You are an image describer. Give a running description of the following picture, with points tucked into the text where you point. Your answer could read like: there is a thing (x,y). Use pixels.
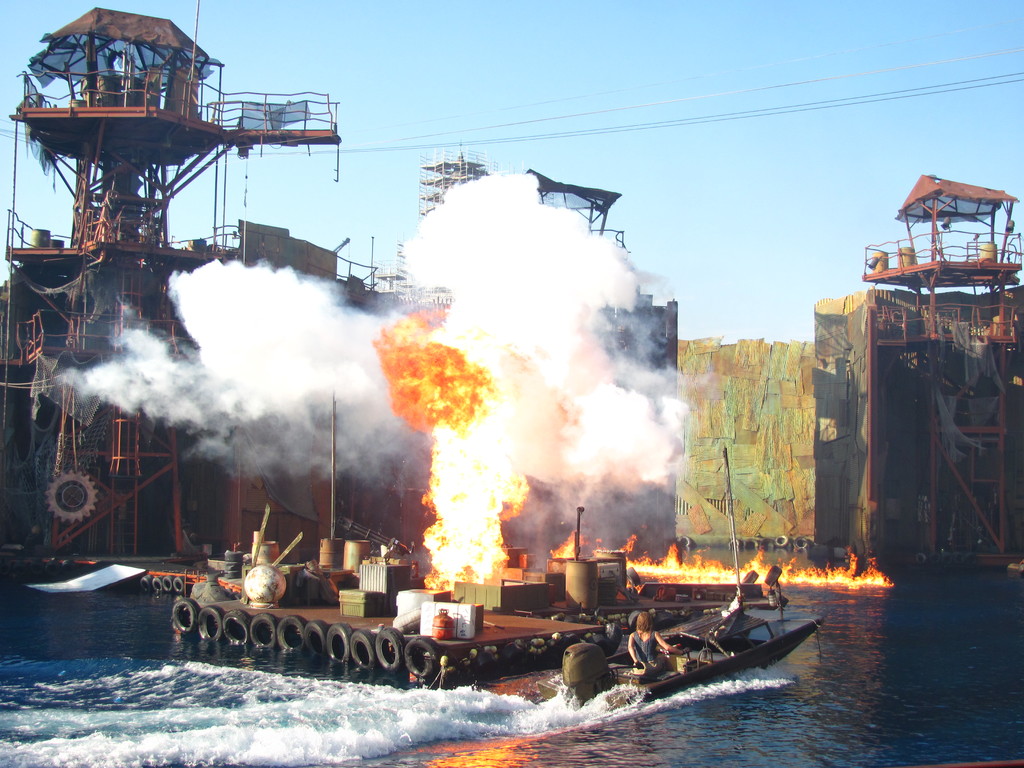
In the image we can see there is a boat (701,659) standing on the water (823,732) and there is a person (654,670) sitting in the boat (729,649). There is a building (107,119), there is a platform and there is explosion (452,413) of fire (450,505) and smoke (600,370) in the air (531,443). Behind there are buildings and there is clear sky (948,173).
